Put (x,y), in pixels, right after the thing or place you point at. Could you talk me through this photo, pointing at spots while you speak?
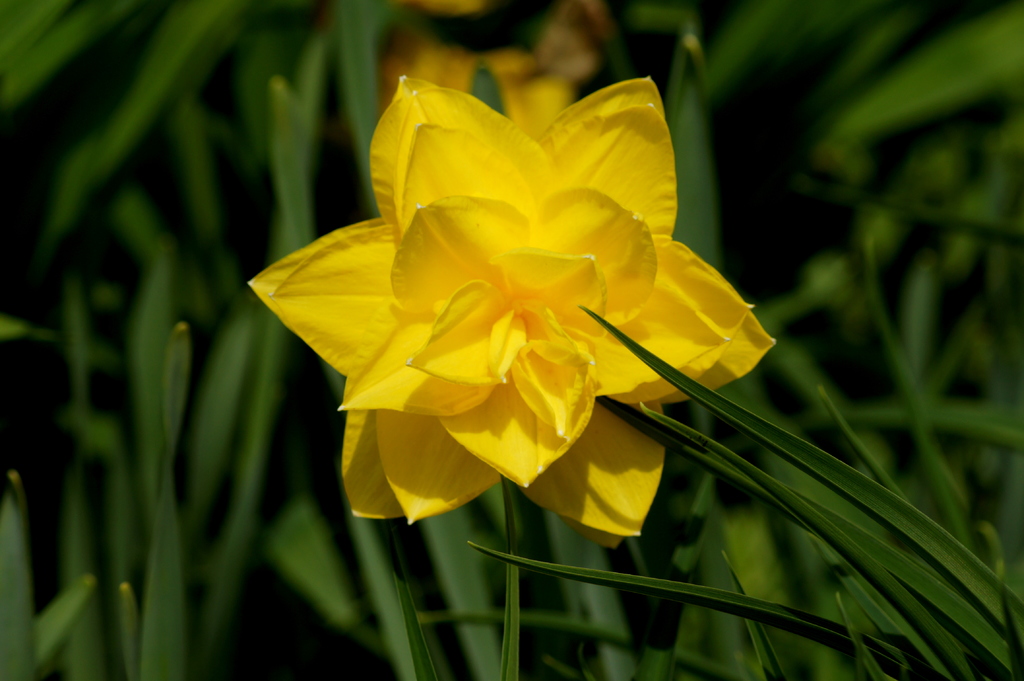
In the foreground of this image (537,297), there is a yellow flower (520,293) around which there is greenery (176,465).
